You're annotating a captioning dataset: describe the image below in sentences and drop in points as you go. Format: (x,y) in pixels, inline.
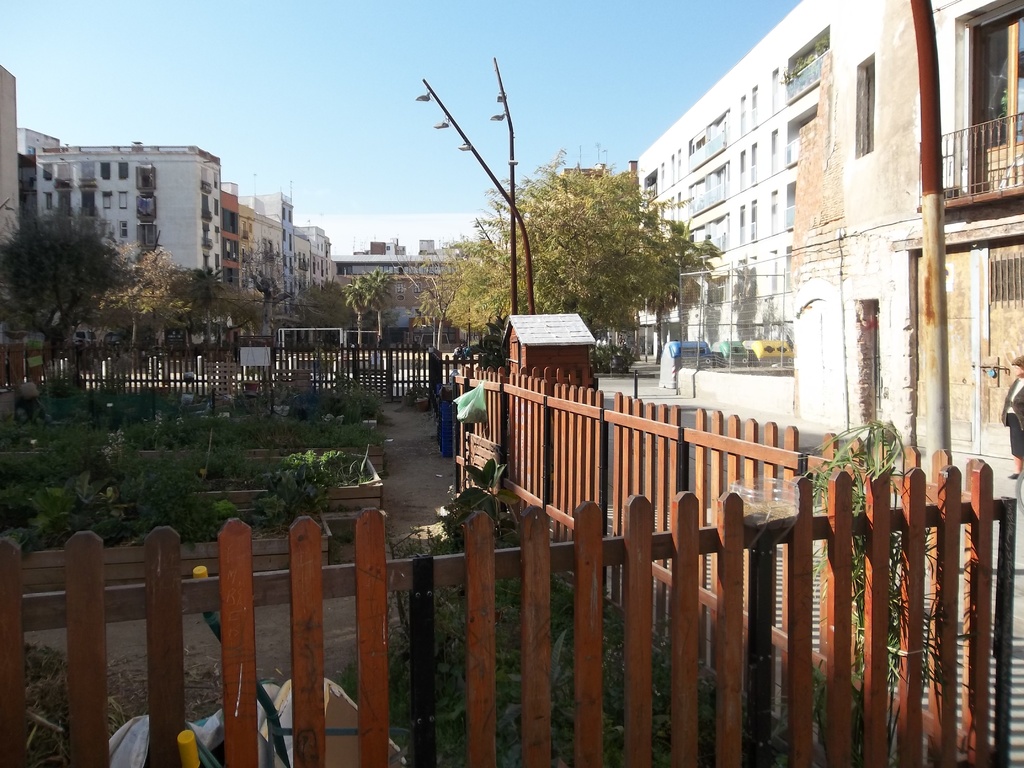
In this picture we can see fencing panel (848,660) in the front (867,561), there are some plants (151,481) and trees (300,302) here, in the background (770,192) there are buildings (278,228), we can see a person (1022,407) standing on the right side (1010,416), there is the sky (443,76) at the top of the picture (366,38).
